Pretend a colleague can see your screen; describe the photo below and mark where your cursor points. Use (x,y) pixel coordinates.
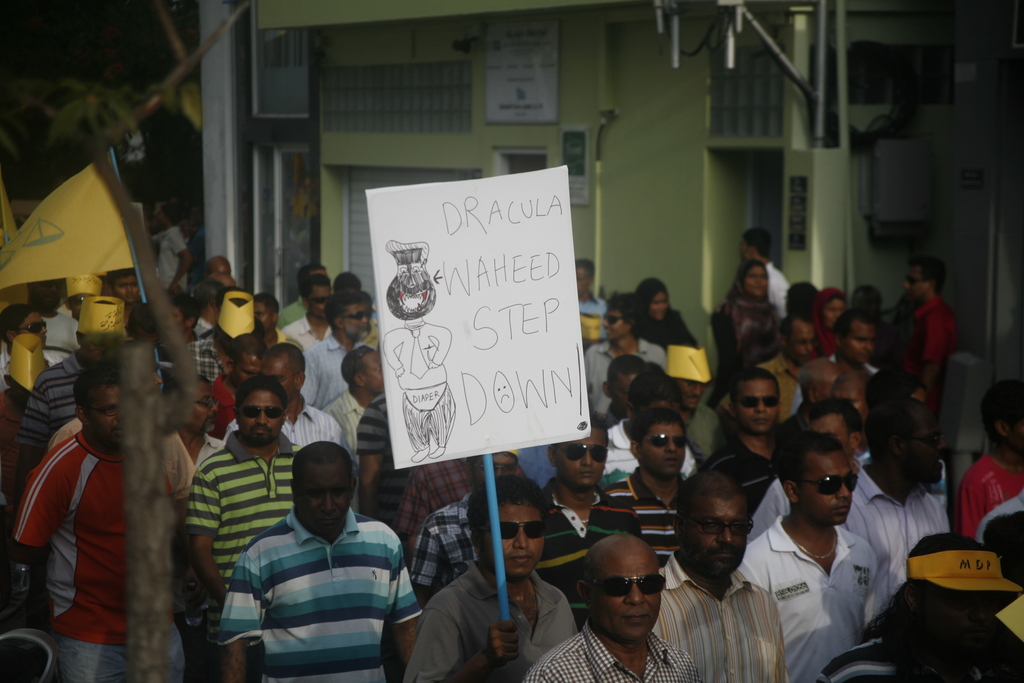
In this picture I can see a building (561,105) and a tree (141,260) and a group of people (141,313) standing few of them wore sunglasses (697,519) and a man (564,612) holding a placard (554,429) in his hand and few of them wore caps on their heads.
